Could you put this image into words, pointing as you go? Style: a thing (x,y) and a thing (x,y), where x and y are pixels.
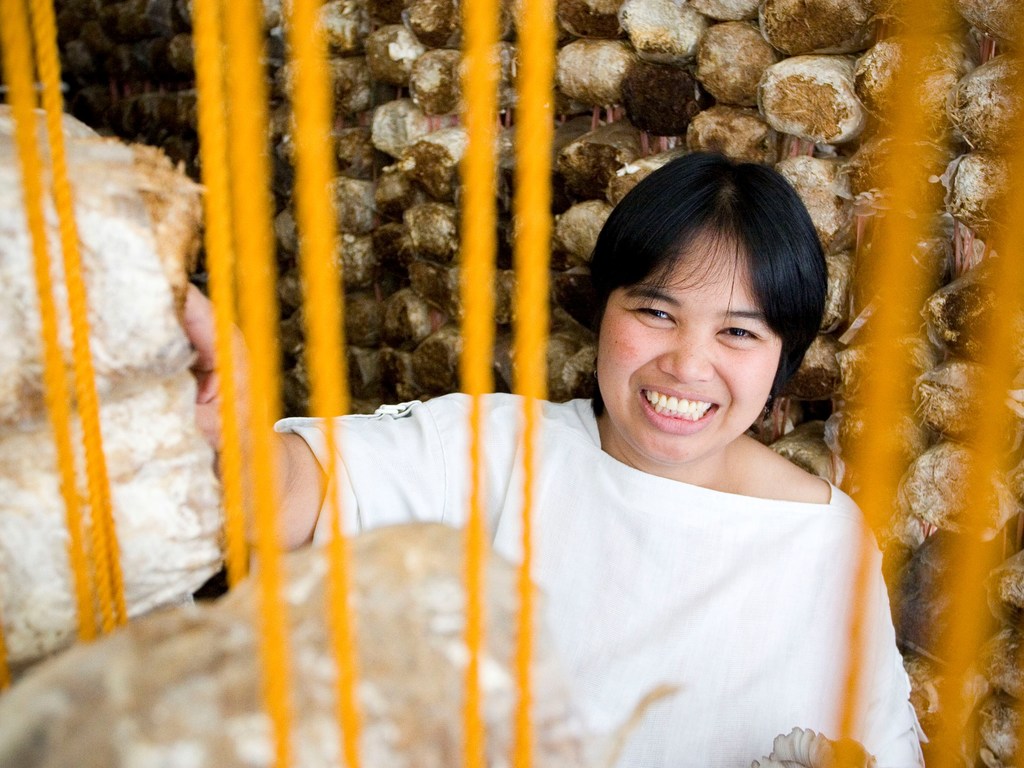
In this image there is a person (608,558) and she is smiling. In front of her there are few objects (493,631). There are ropes (312,158). In the background of the image (653,64) there are mushroom growing bags (593,81).
